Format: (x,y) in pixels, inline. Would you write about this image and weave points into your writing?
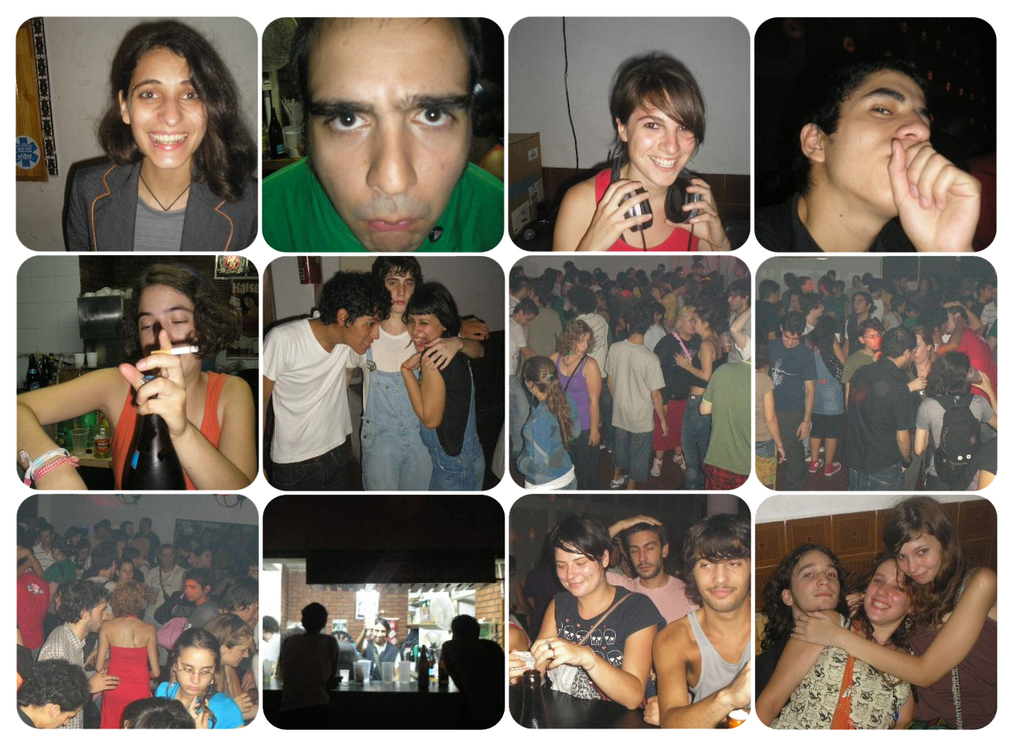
In this image we can see a collage. On few images (892,361) there are people (709,625). On the left side (134,418) there is an image with a lady (192,396) holding bottle (161,424) and cigarette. At the top (546,206) there is an image (595,103) with a lady (664,195) holding headphone (642,208).
